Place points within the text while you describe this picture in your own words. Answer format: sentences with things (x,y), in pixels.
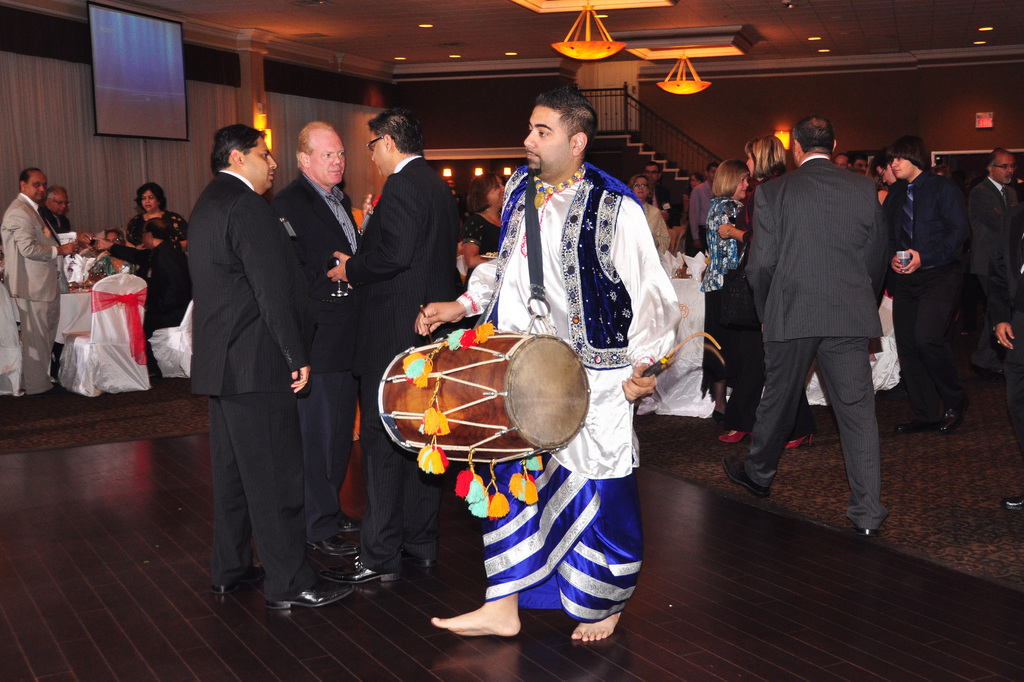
Here we see a group of people (416,197) standing and a man (538,156) playing drums (532,384).
